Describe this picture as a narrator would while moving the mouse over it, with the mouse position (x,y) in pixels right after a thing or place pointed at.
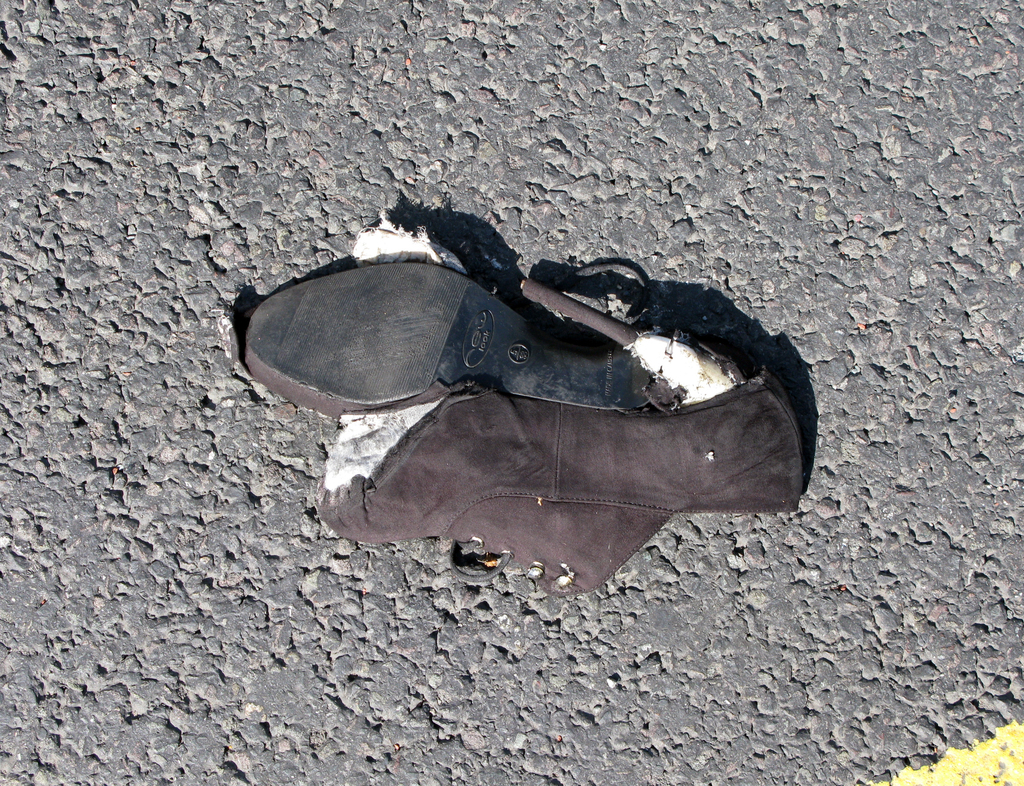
In this picture we can see a shoe (416,268) on a surface (635,567).
